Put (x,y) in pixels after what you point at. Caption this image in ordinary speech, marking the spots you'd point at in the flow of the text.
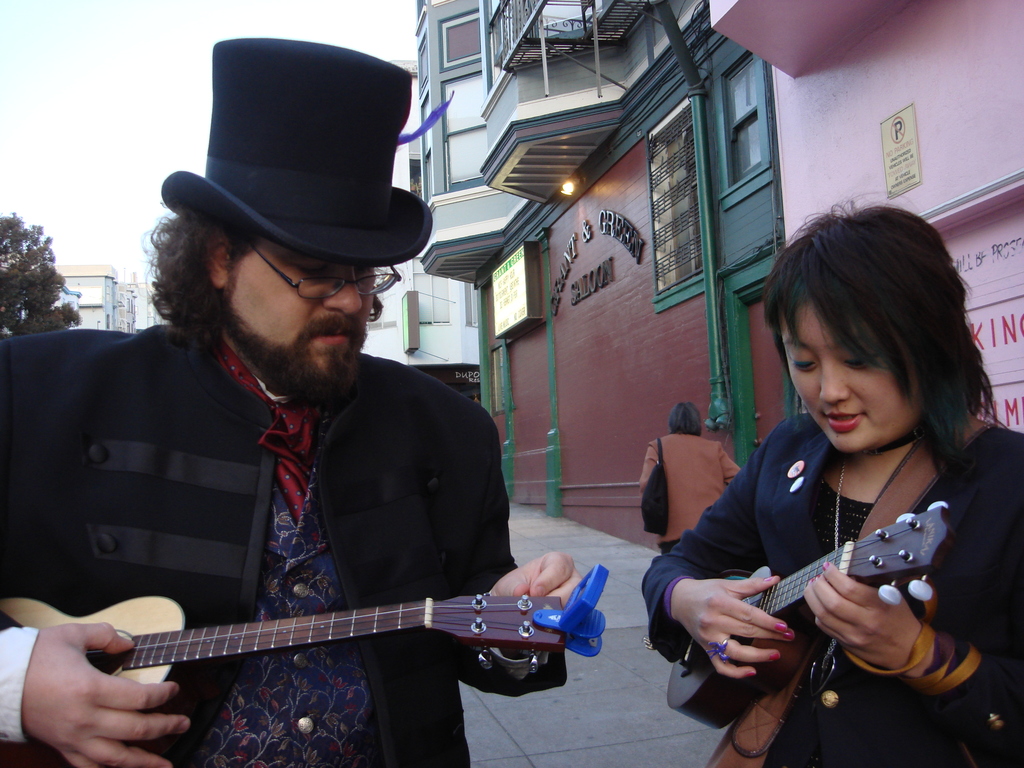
In the picture we can see a man (23,437) and woman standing and holding a guitar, a man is wearing a hat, In the background (514,339) we can find a person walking just beside to that person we can find a buildings (588,328) and sky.
